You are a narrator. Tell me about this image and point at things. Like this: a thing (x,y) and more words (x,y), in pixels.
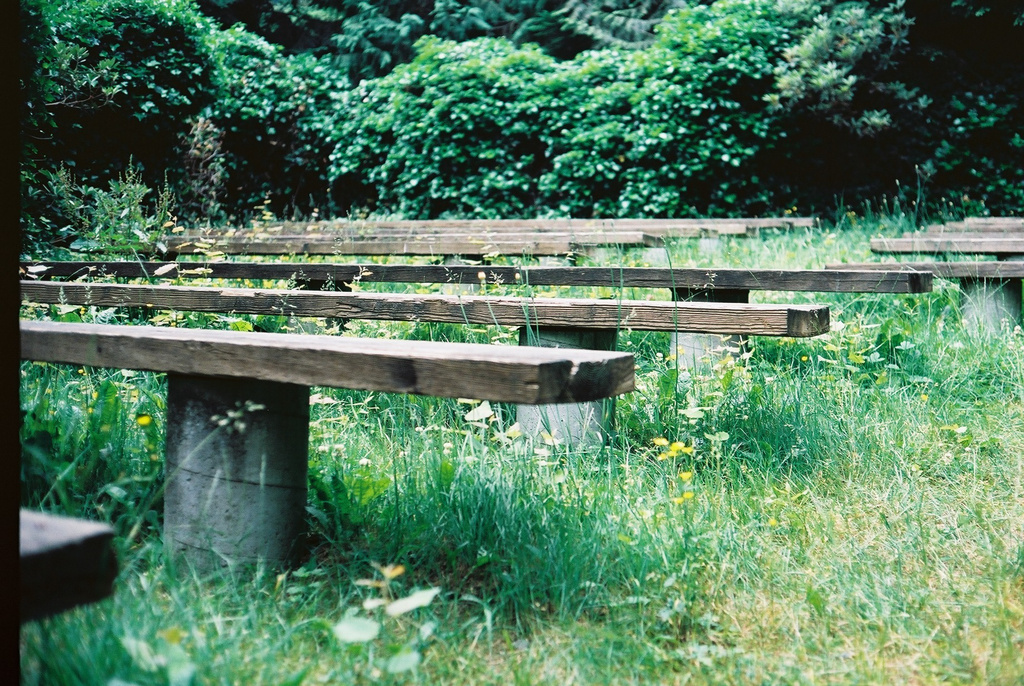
In this image, we can see few benches (260,422) with pillars (1016,291). here we can see grass (547,482), flowers (242,424), plants (364,119). Background (370,130) there are so many trees (540,131).
